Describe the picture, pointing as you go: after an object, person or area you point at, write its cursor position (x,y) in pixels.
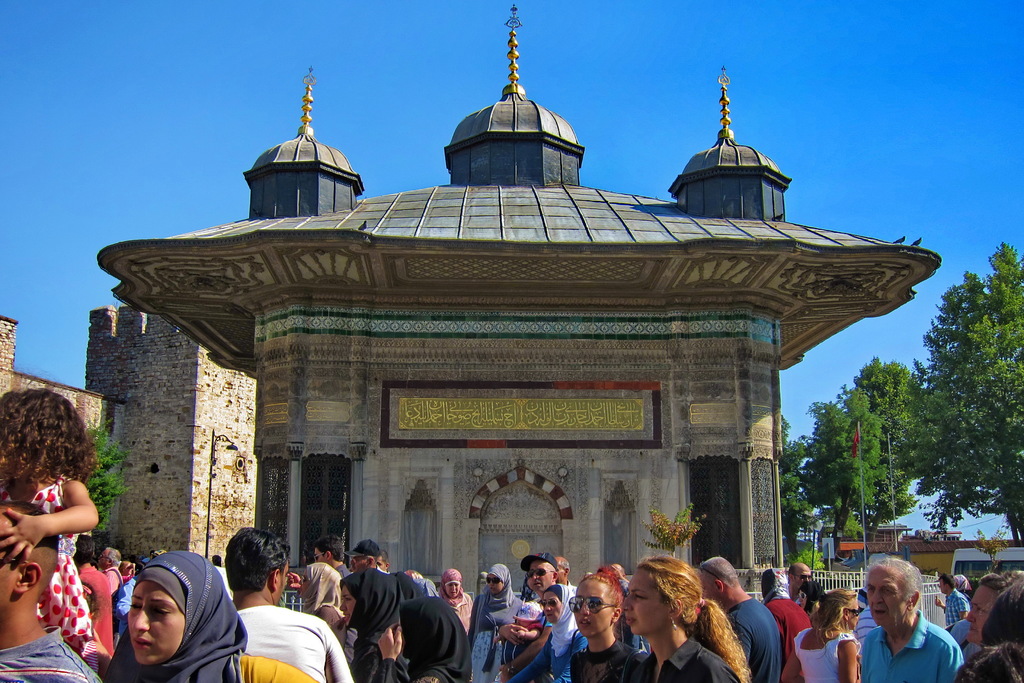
In this image in the center (347,389) there is a building (527,377), and at the bottom (139,591) there are a group of people (493,603) who are walking. And in the background (873,445) there are some trees (871,525), poles (865,520), flags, houses (924,545) and railing (936,587). On the left side (163,382) there is one building (163,468) and a tree (96,444), and at the top of the image (220,102) there is sky (185,94).
